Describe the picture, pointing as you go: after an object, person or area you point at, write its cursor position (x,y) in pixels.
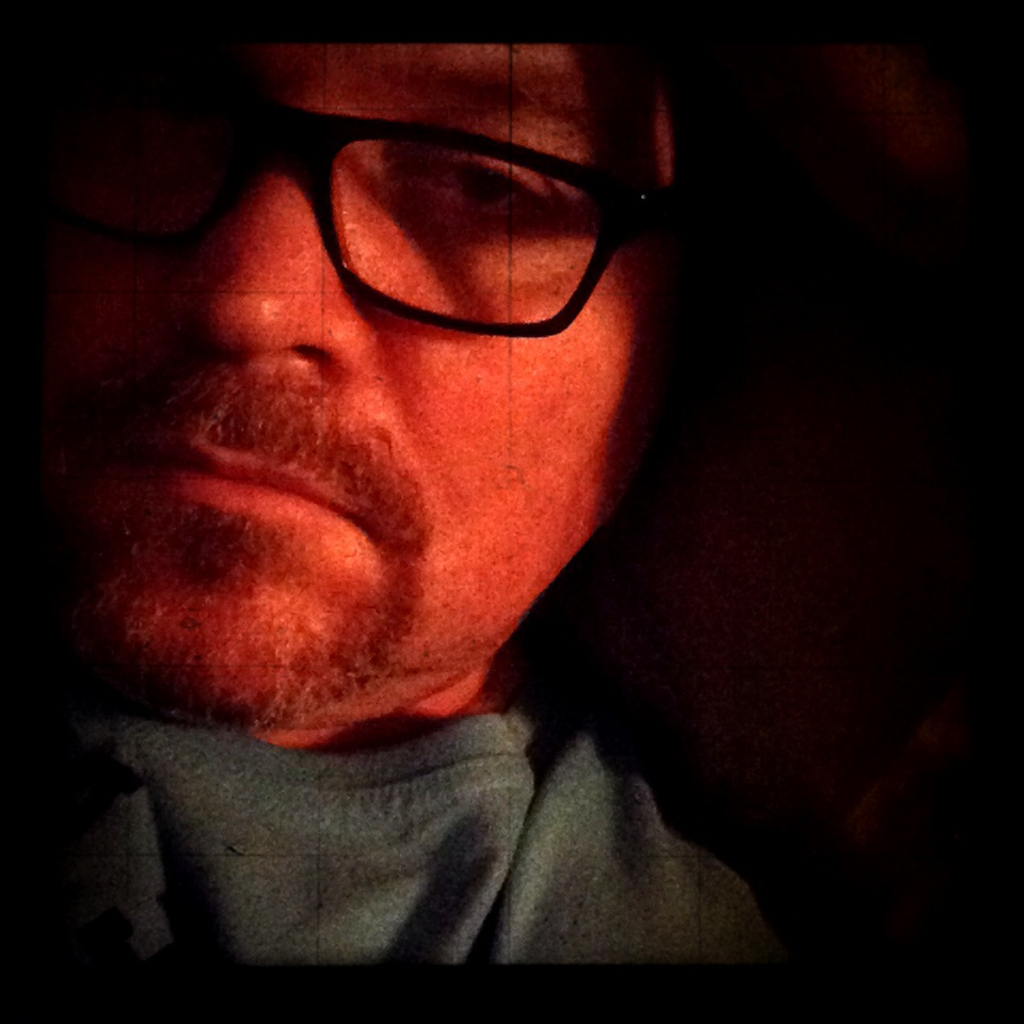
In this picture we can see a person (187,837) wore a spectacle (84,191) and in the background (738,569) it is dark.
